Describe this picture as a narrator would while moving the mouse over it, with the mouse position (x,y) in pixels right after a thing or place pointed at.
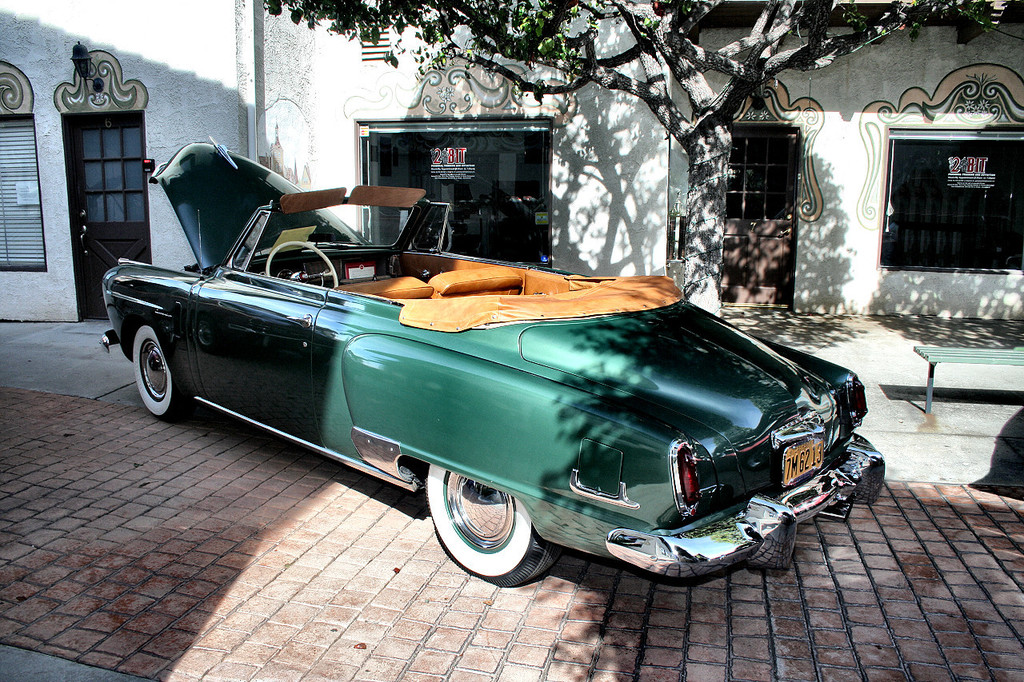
Here in this picture we can see a car (445,515) placed on a side walk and in front of it there is a building (234,26) and at the left (119,143) we can see a door (119,158) and at the right side (819,8) we can see a tree (705,265) present.
